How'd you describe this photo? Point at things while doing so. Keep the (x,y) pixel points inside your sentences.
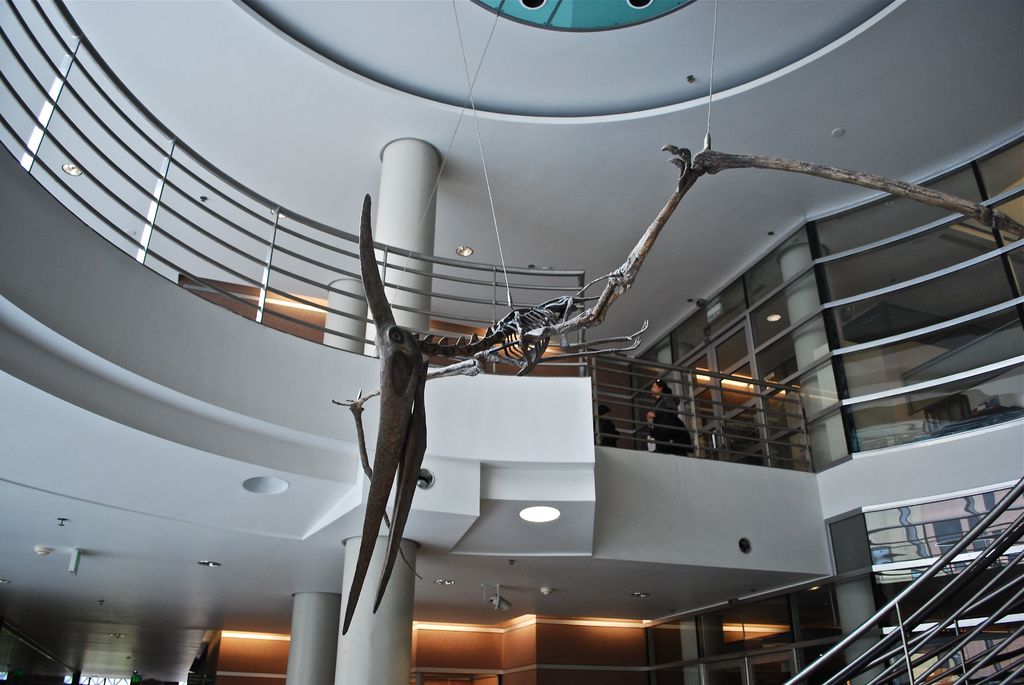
In this image in the center (415,386) there is an object (614,274) hanging. In the background (380,626) there are pillars (334,630), there is a railing (598,428) and behind the railing (639,423) there are persons (608,419) standing. On the right side (954,623) there is a railing (998,613) and there are lights (474,631) in the background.
